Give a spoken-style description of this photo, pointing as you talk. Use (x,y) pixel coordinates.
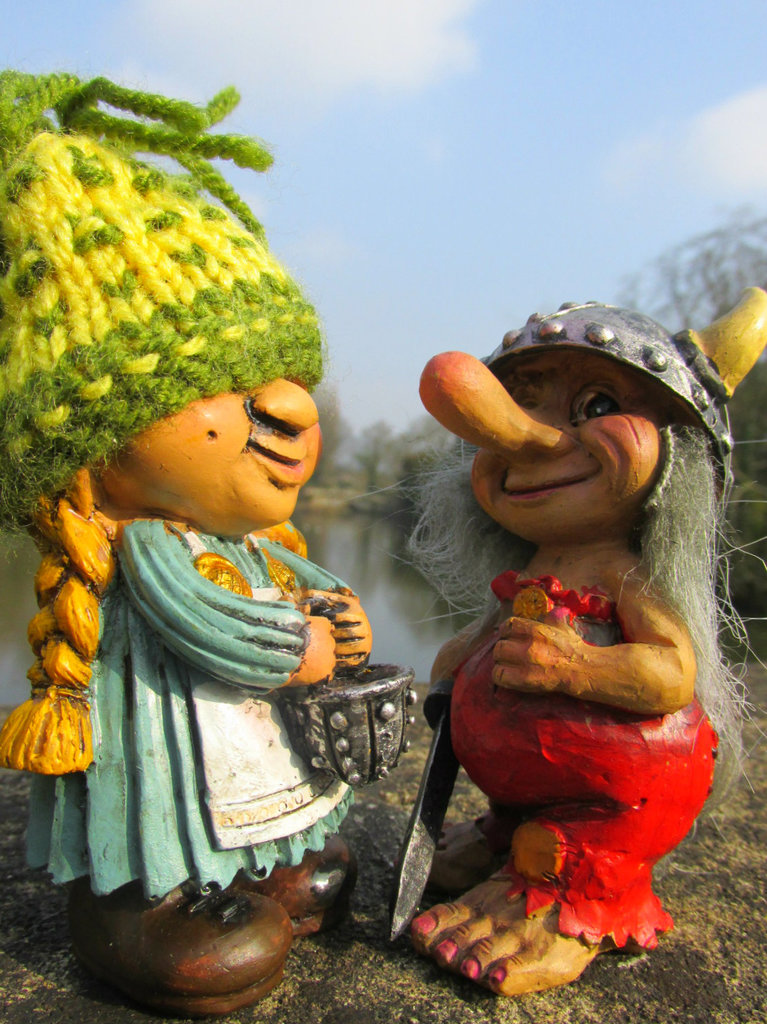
In this picture I can see the toys (438,514) which are kept on the stone (503,1013). In the back (374,597) I can see the lake (368,605). In the background (377,466) I can see many trees (375,464). At the top (465,44) i can see the sky (395,59) and clouds (395,67).
